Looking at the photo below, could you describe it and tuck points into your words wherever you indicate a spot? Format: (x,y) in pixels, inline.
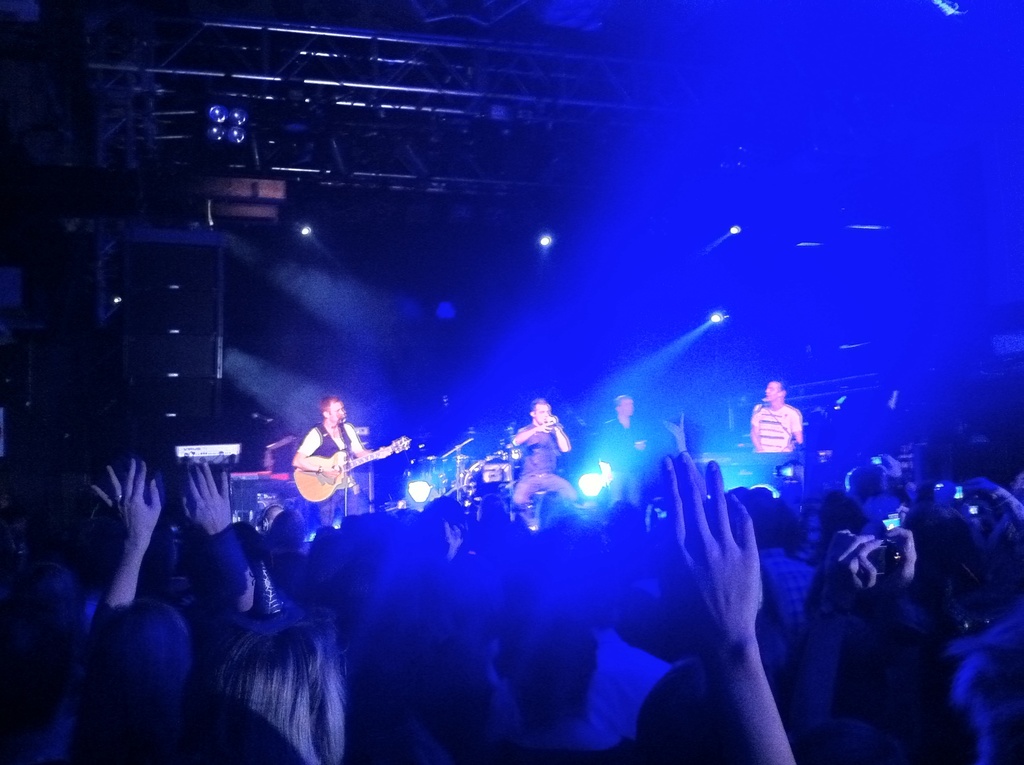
In this image In the middle (586,457) there are four people (783,445) performing. On the right (773,444) there is a man (774,430) he is standing. In the middle (540,456) there is a man (540,464) he is playing trumpet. On the left (323,491) there is a man (331,507) he is playing guitar (343,477). At the bottom (623,634) there are many people (623,583) watching performance. In the background (574,316) there is a stage (426,245) and light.
